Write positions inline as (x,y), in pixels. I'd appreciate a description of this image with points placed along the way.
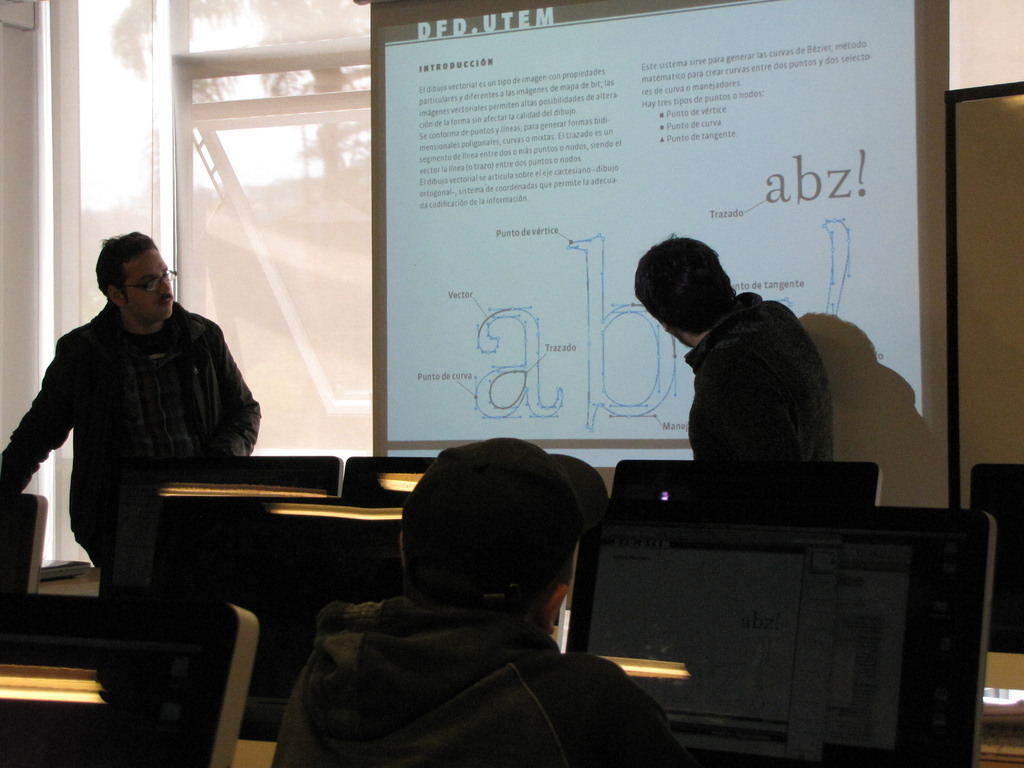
In this image we can see three persons (767,425), there are monitors (773,637) on tables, there is a screen (602,290) with some text (535,153) on it, also we can see the wall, and windows (264,14).
